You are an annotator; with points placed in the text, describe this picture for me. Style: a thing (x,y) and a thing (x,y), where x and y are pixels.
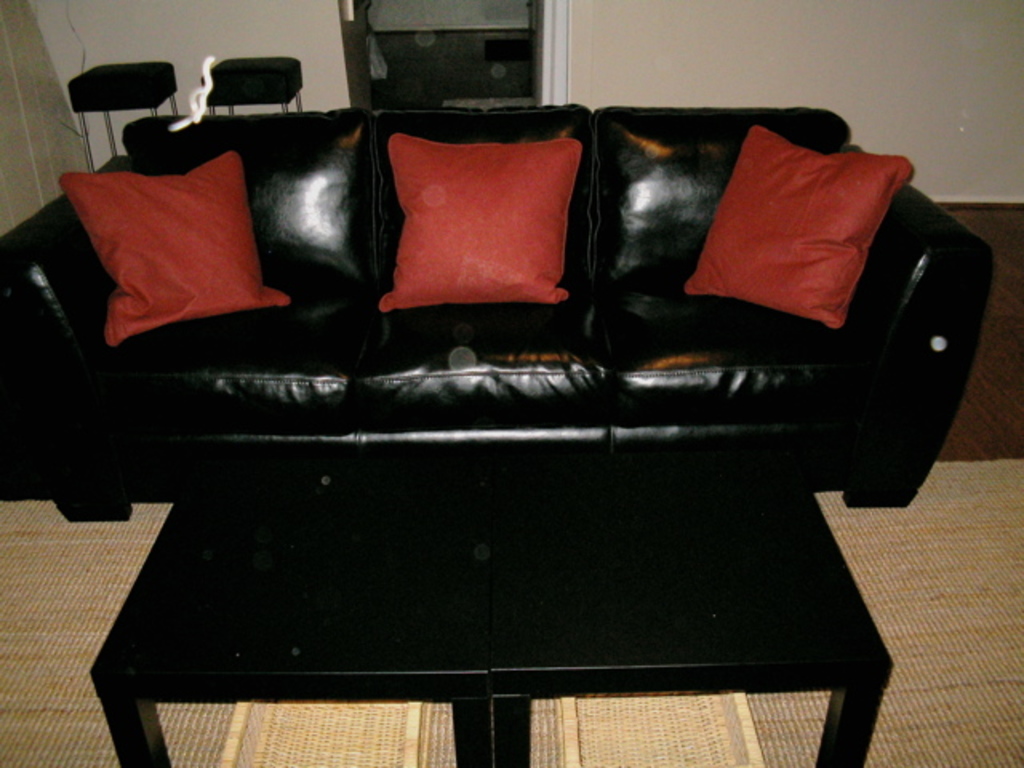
In this image we can see a table (575,670), black color sofa (563,402) with red color pillows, two stools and the wall (68,68) in the background (988,18).
